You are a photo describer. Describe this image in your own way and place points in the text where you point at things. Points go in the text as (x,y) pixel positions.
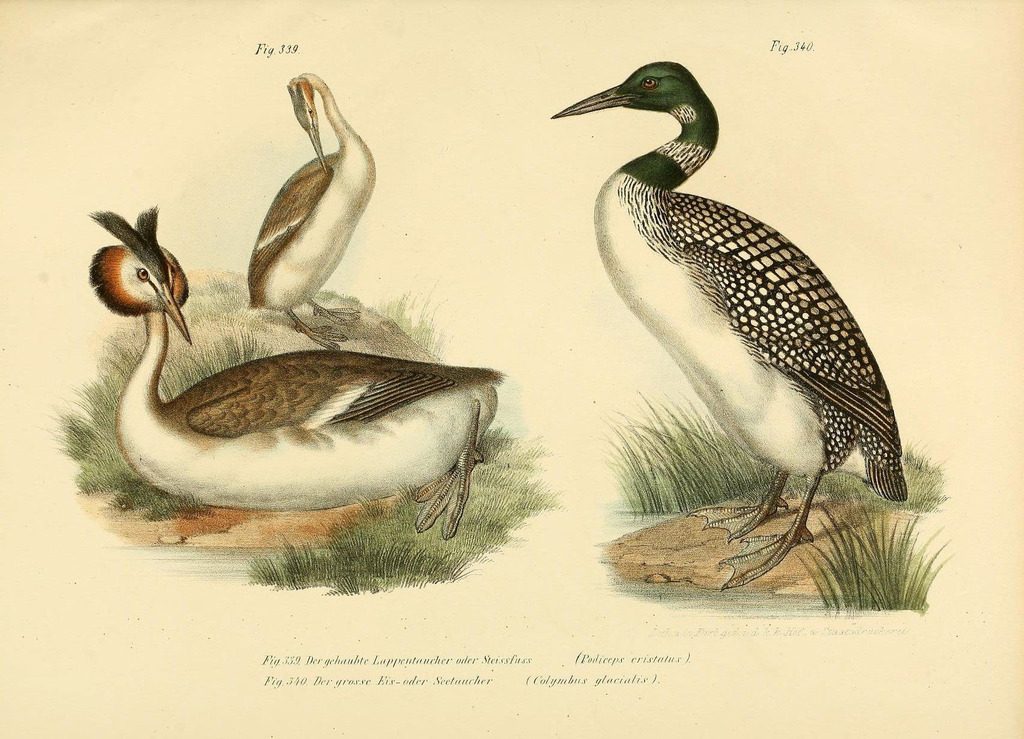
In this image we can see the poster (239,642) with the painting (272,239) of birds (616,198) and grass (843,527) on the ground (391,571) and we can see some text (491,662) on the poster (910,285).
